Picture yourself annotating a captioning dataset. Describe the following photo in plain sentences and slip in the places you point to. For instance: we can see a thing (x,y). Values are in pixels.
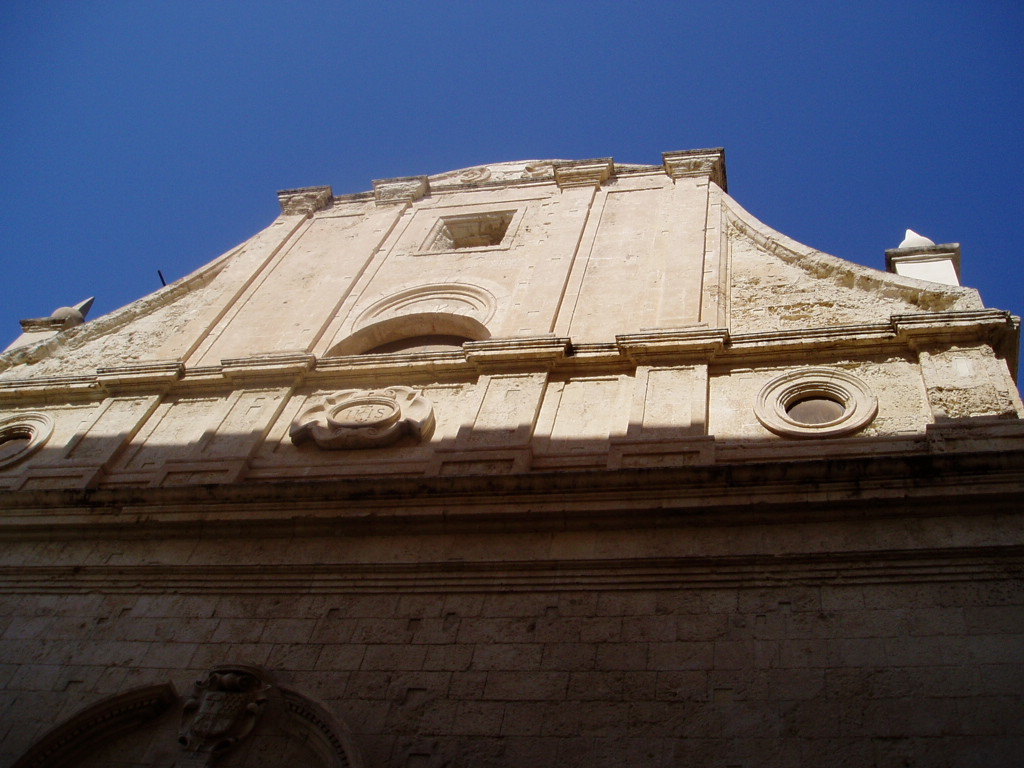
This image consists of a building (312,456). There is sky (431,96) at the top (432,110).
